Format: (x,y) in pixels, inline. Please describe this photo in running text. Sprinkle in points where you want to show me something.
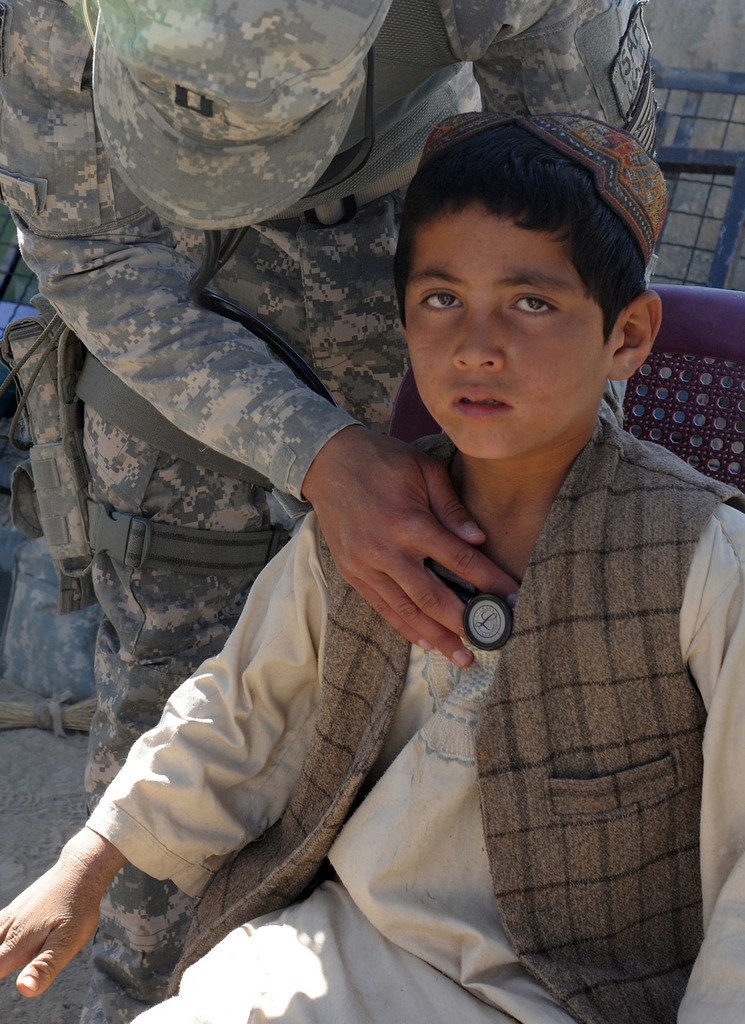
In this picture there is a boy (628,953) sitting on the chair (696,467) and there is a person (140,253) standing and holding the stethoscope (446,576). At the back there is a gate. At the bottom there is a broom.
